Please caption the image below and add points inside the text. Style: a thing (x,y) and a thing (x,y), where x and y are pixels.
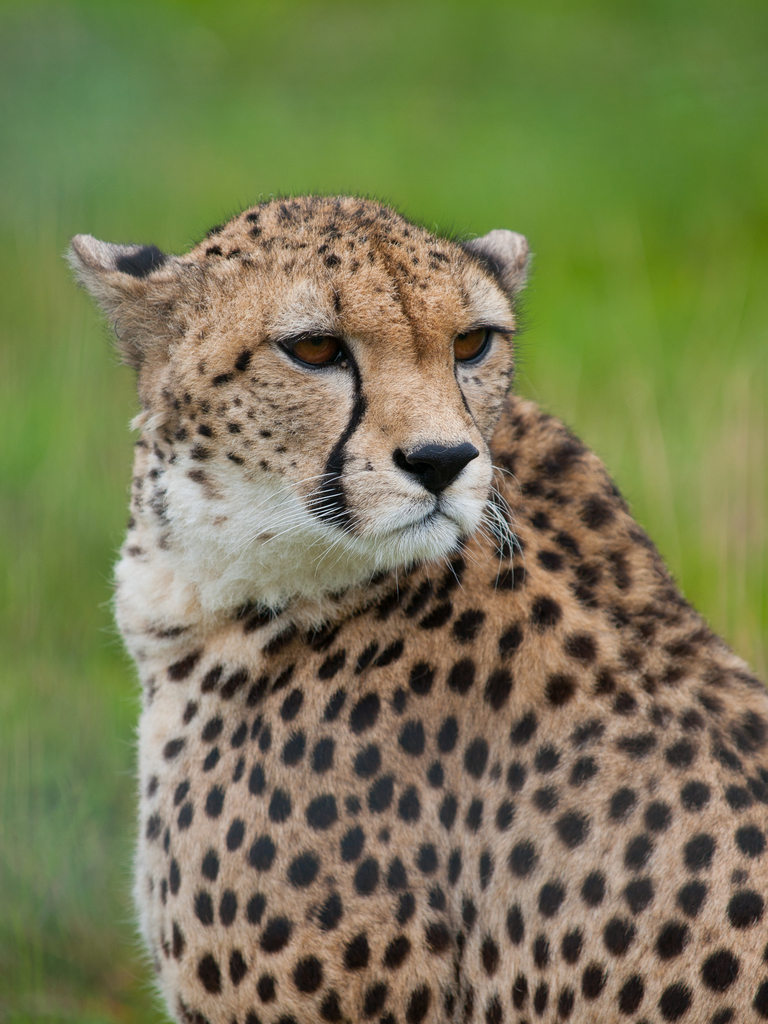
In this image we can see a cheetah (378,567).
